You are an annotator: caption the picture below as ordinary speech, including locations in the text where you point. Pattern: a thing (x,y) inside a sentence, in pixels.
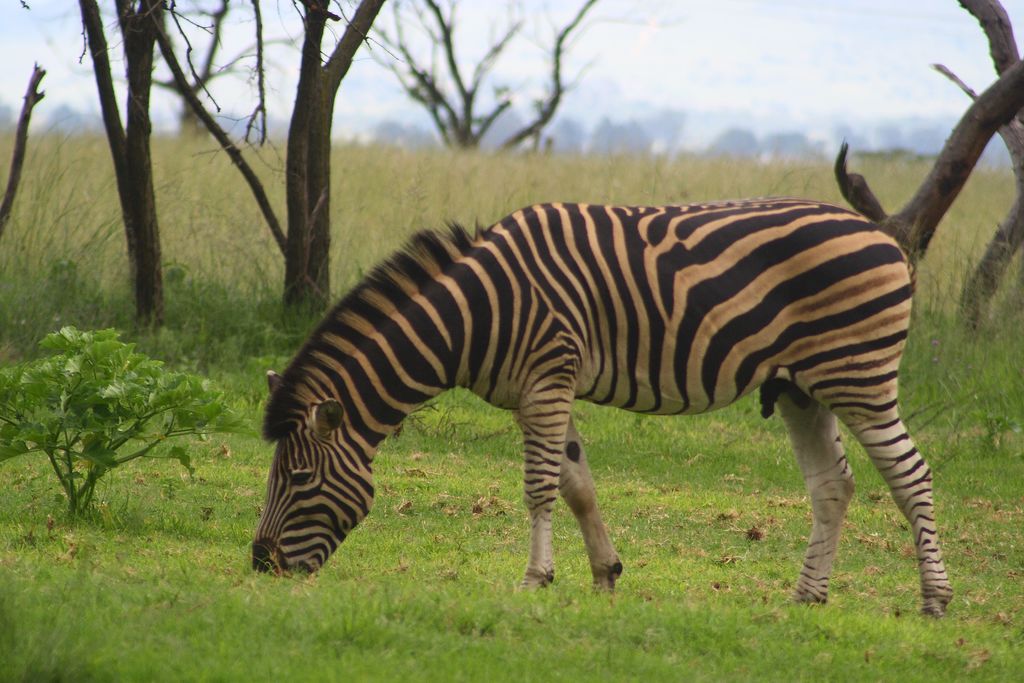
In this image I can see a zebra (545,522) and the zebra (528,491) is eating grass (634,492). The zebra (634,375) is in white and black color, background (701,58) I can see grass (217,317) and trees (309,185) in green color and the sky (659,67) is in white color.
